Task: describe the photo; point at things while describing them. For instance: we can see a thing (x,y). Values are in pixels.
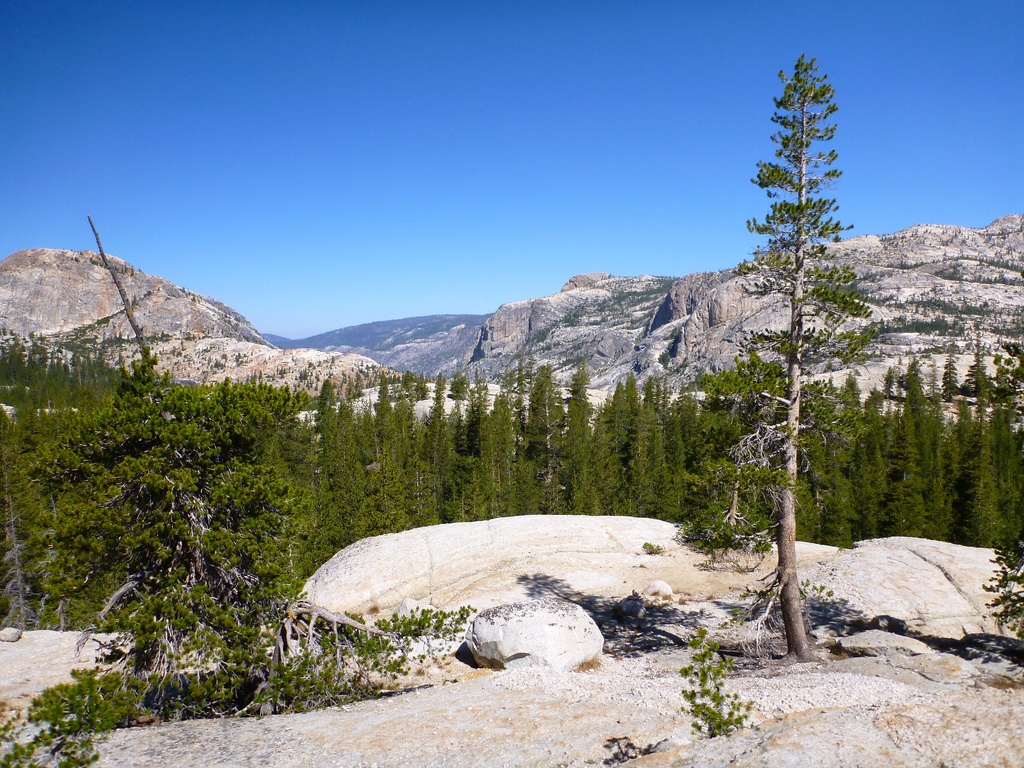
In this picture I can see number of trees (362,484) in the front (772,493) and in the background (193,268) I can see the mountains (940,305) and the sky (577,213).
